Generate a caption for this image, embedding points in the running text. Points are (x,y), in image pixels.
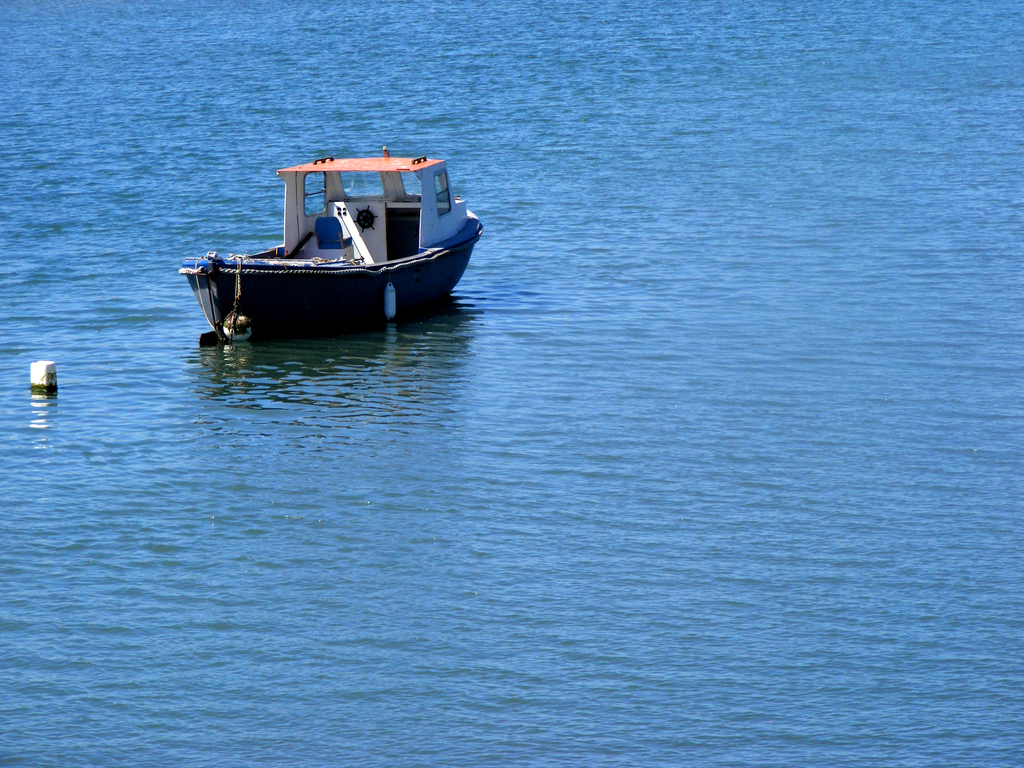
In this picture I can see a boat (276,264) on the water (324,145).
